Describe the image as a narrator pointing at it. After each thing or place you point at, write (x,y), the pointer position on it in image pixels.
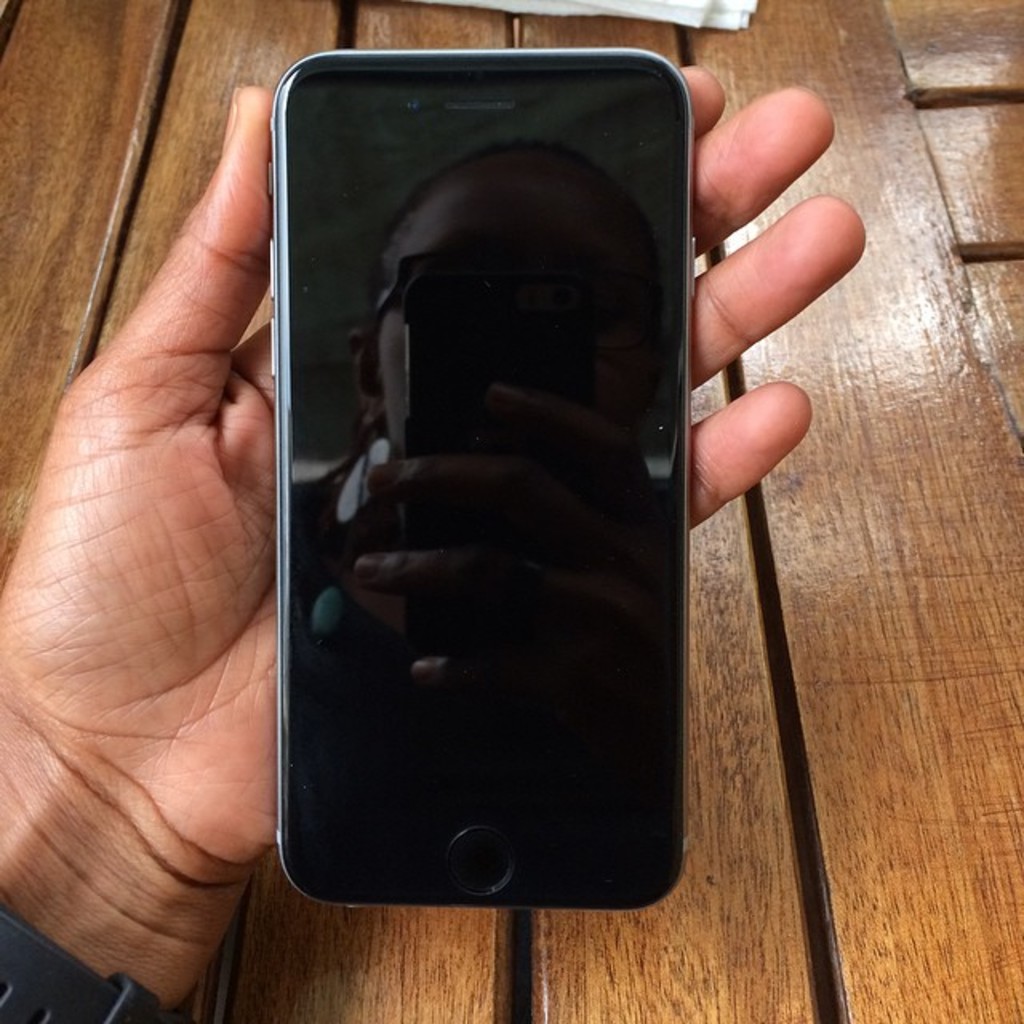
This is a zoomed in picture. In the center (652,430) we can see the hand (103,568) of a person (145,764), holding a mobile phone (365,125) and on the screen (369,199) of the mobile phone (467,153) we can see the reflection (596,268) of a person (473,475) holding an object (439,320). In the background (926,38) there is a wooden table (946,719).
